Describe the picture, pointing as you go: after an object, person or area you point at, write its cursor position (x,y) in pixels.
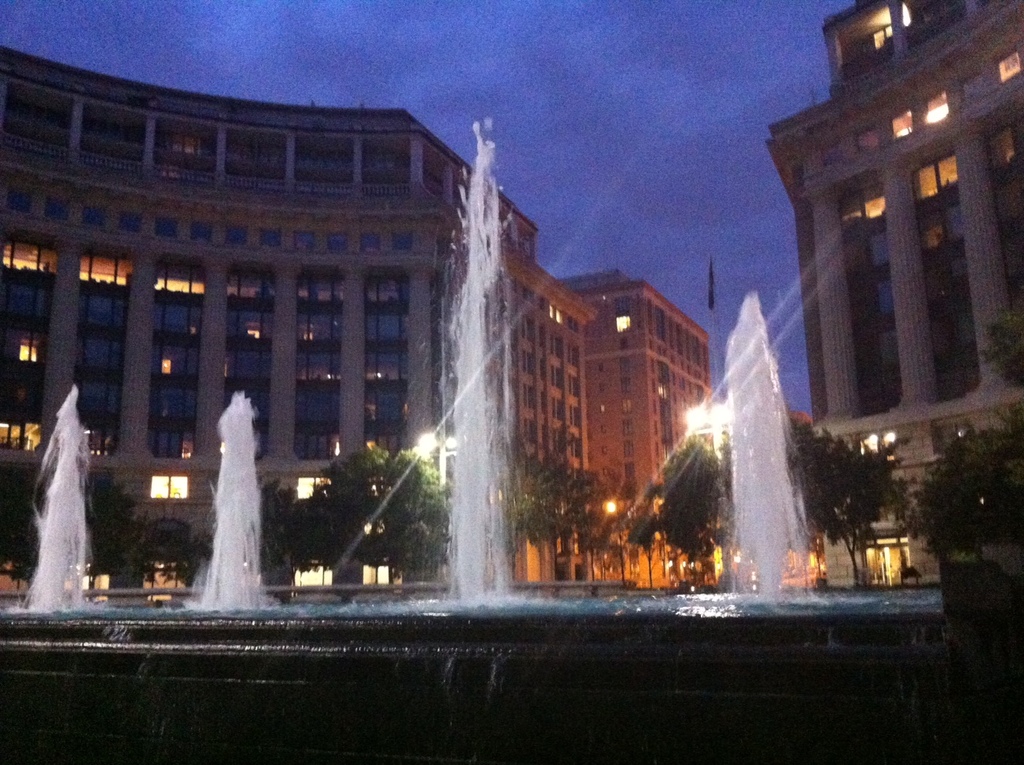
In this image we can see a fountain (590,601). Behind the fountain (733,511), we can see trees (536,500), lights (612,509) and buildings (339,334). At the top of the image (423,68), we can see the sky (449,68).
